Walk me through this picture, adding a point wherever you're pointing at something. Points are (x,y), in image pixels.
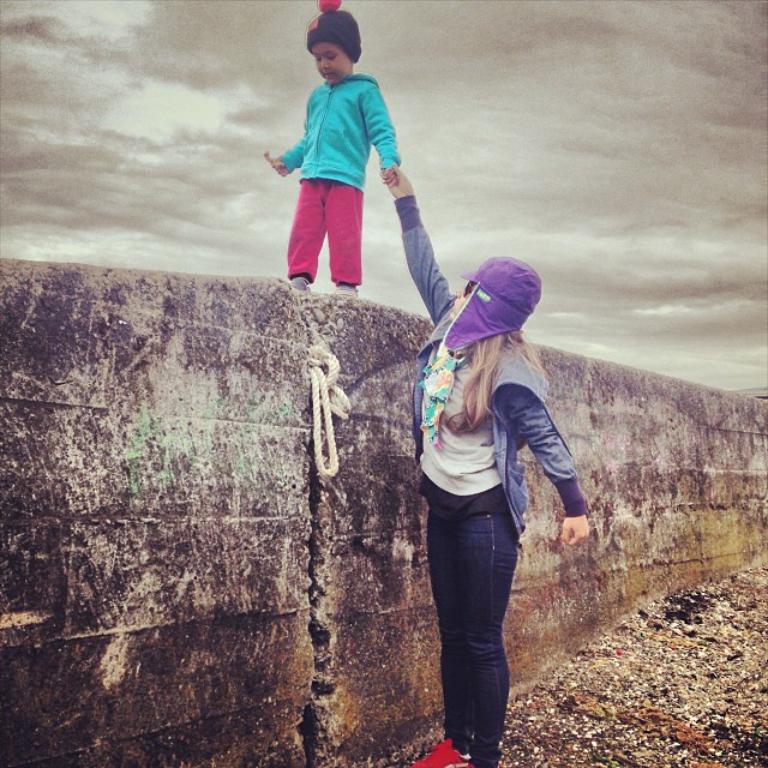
In this image we can see a woman (517,435) standing on the ground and also we can see a kid (347,260) holding an object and walking on the wall (342,304), in the background (295,190) we can see the sky (524,174) with clouds (519,166).
